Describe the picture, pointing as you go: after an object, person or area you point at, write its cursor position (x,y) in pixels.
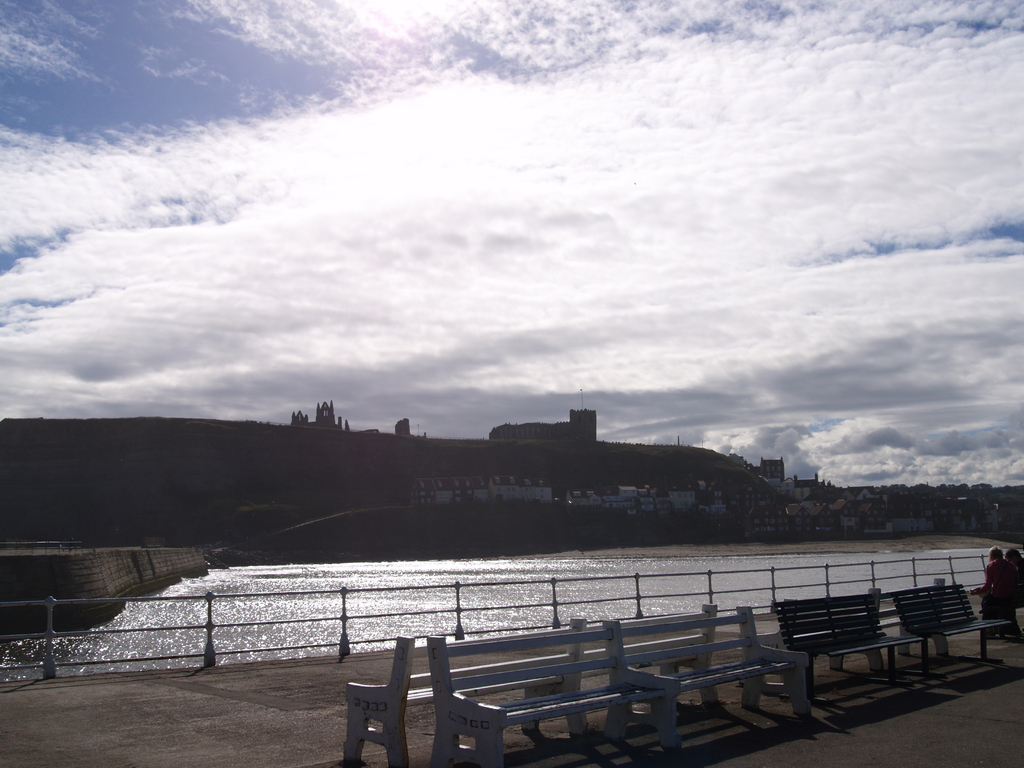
In this picture I see at the bottom (913,596) there are sitting benches (695,680), in the middle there is water (614,596). At the top (379,183) it is the cloudy sky (288,253).
